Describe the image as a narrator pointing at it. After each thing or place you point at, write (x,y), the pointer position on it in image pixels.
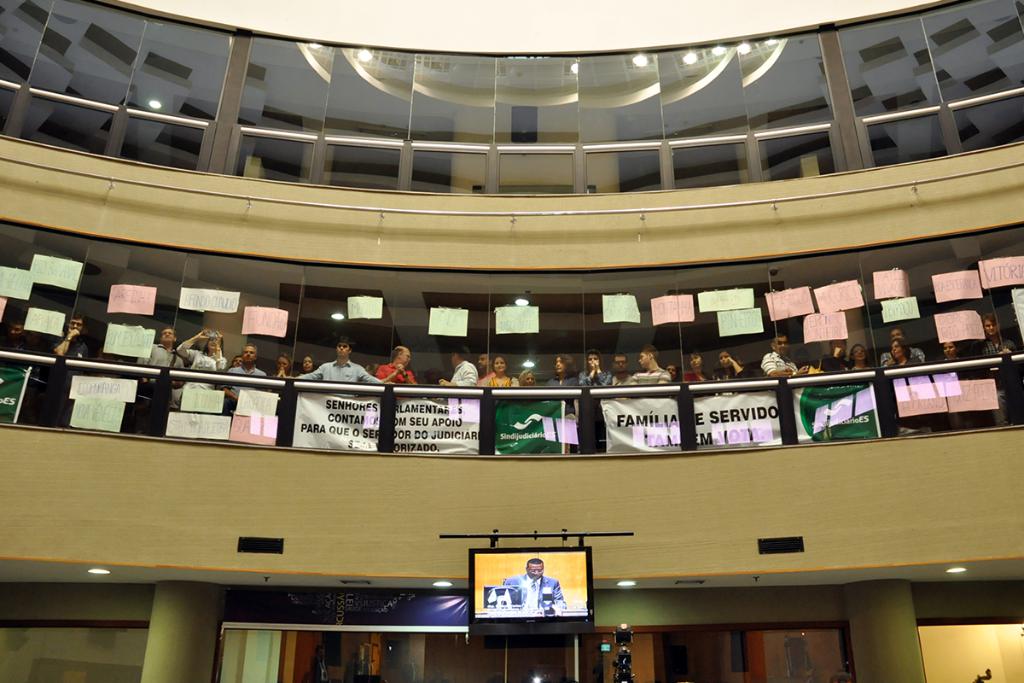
Inside the building (185,465) there is a television (507,556) fit to the wall (334,483) and above the wall (348,485) there is a railing (418,392) and behind the railing (967,365) there are many people (669,365), they are standing and in front of the railing (177,376) there are a lot of posters (767,400) and there are some papers (64,265) attached to the glasses (263,283) behind the people (530,386).
